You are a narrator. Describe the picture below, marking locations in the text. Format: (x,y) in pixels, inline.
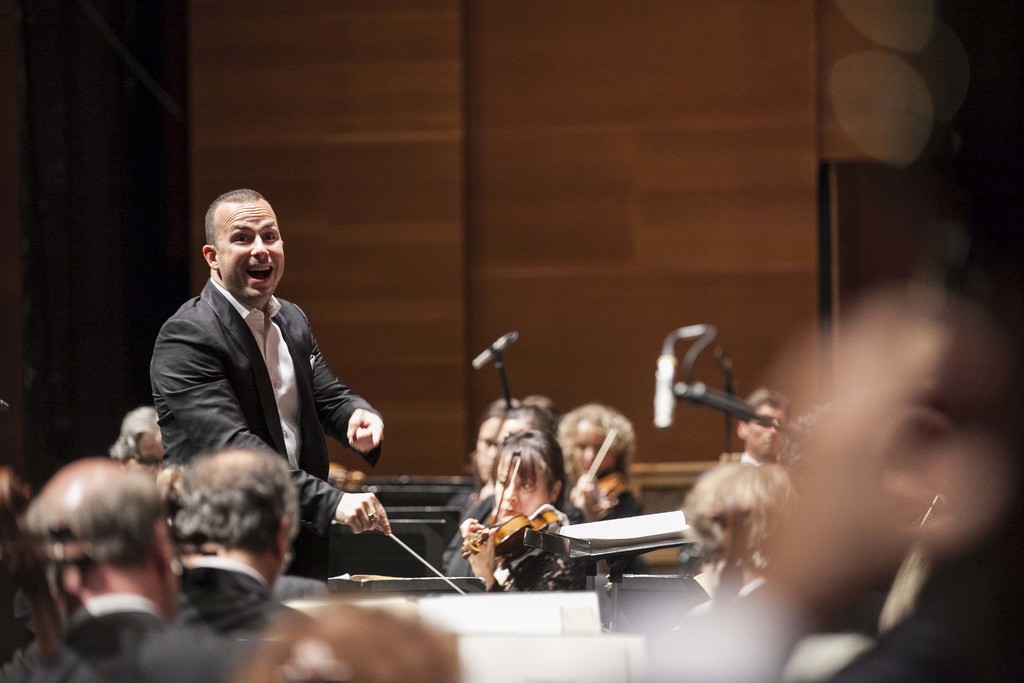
This picture seems to be clicked inside the hall (843,599). In the foreground (240,575) we can see the group of persons (418,652) and some other objects (589,574). On the left (272,319) we can see a person (272,319) wearing suit (305,487), holding stick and standing. On the right (745,434) we can see the group of persons (602,469) sitting and seems to be playing musical instruments (513,539) and we can see the wall (453,143) in the background (844,250) and we can see some other objects (655,538) and the microphones (663,388).
